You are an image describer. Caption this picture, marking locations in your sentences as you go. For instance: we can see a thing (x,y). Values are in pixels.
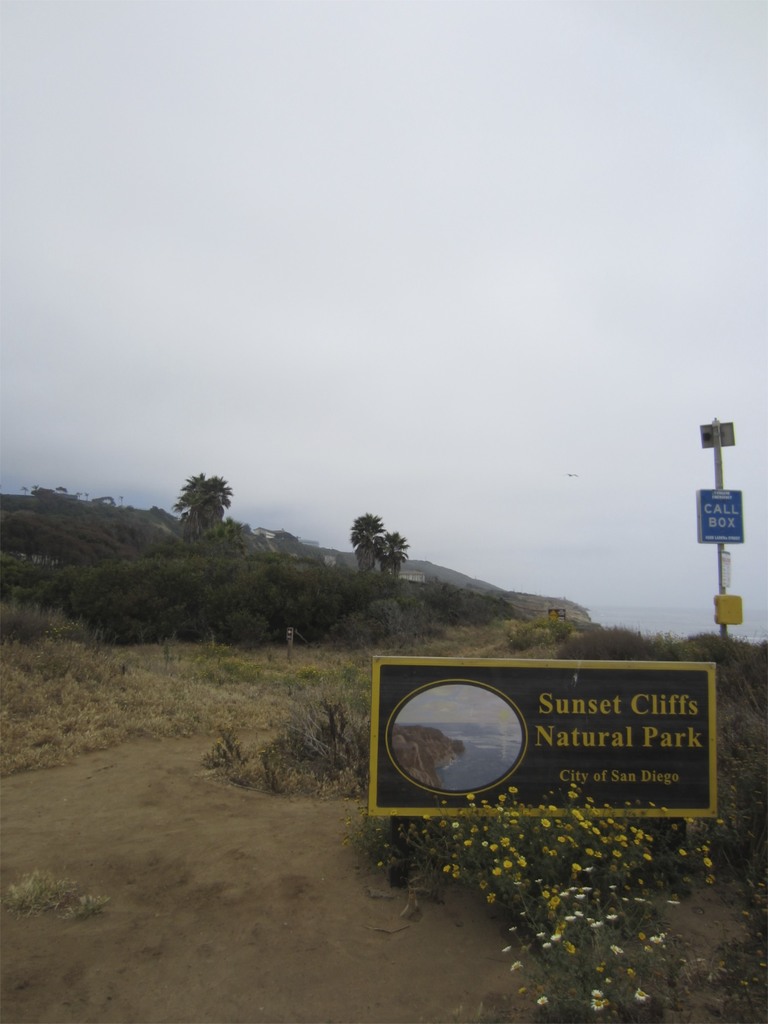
In this image we can see name board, pole (711,448), trees (165,603), plants (173,612), grass (8,688), flowers (526,864), house (263,535), hill (290,546), sky (447,398) and clouds (472,98).
